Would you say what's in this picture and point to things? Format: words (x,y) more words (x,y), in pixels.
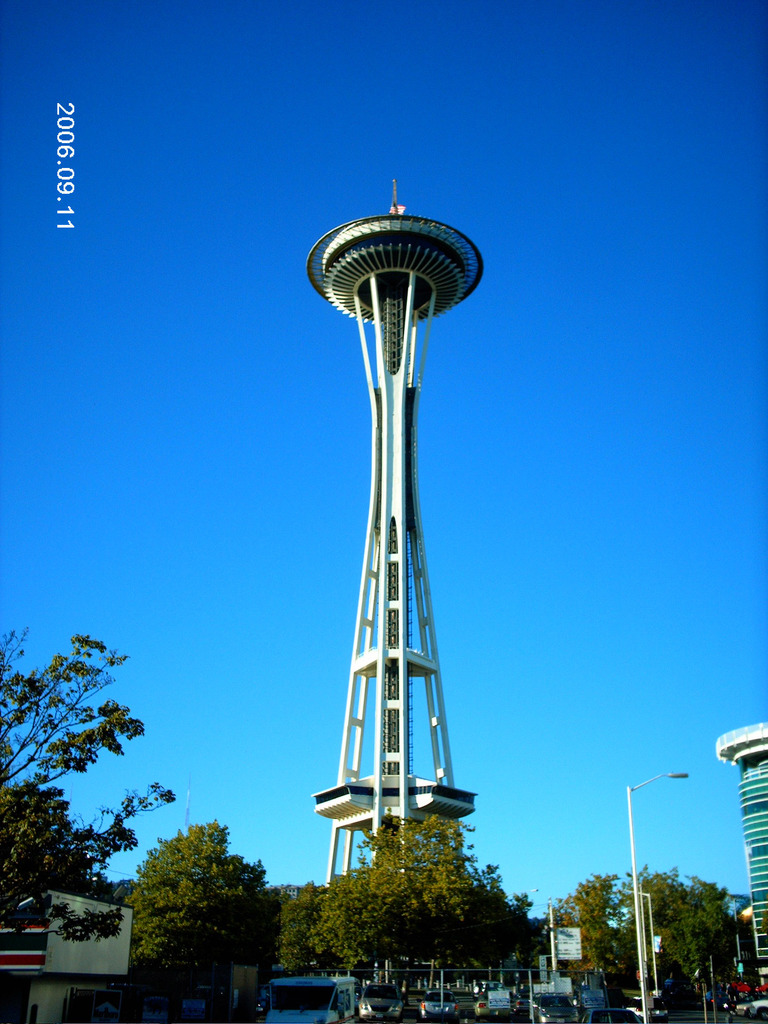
On the down side there are green color trees (462,934). In the middle (380,600) it's a big tower (391,605) and this is a blue color sky (136,289).
